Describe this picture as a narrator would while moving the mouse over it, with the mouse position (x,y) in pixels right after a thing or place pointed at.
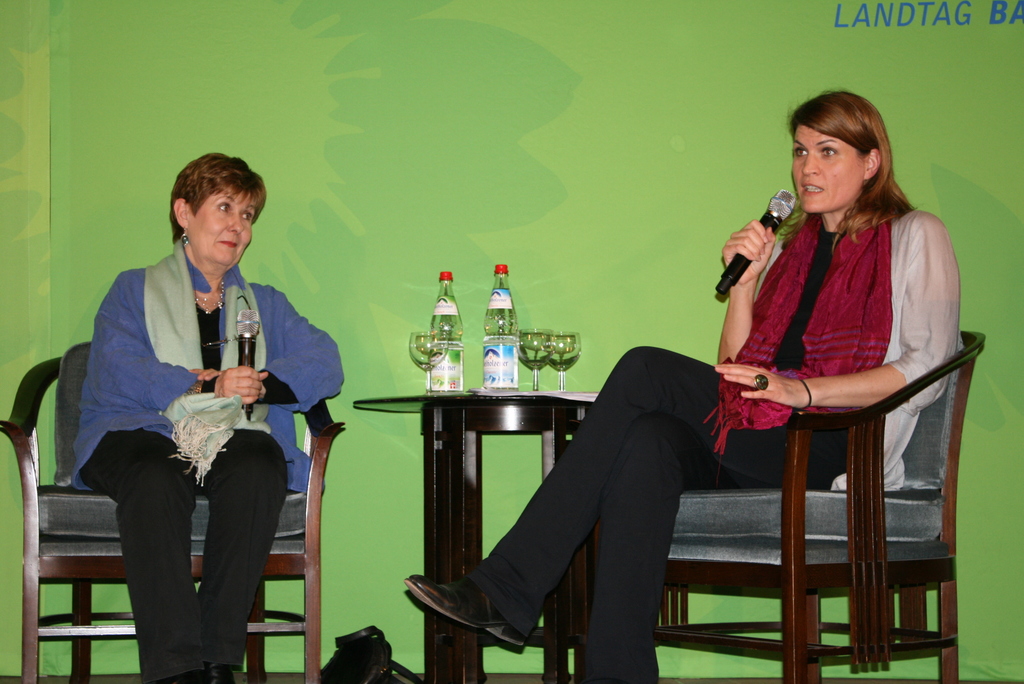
In the background (600,65) portion of the picture we can see a banner (577,86). In this picture we can see the women (842,285) are sitting on the chairs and they are holding microphones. On a table (538,425) we can see glasses (562,366) and bottles (500,371). On the right side of the picture (870,293) we can see a woman (851,242) is talking. At the bottom portion of the picture (415,683) we can see a handbag (329,683).
